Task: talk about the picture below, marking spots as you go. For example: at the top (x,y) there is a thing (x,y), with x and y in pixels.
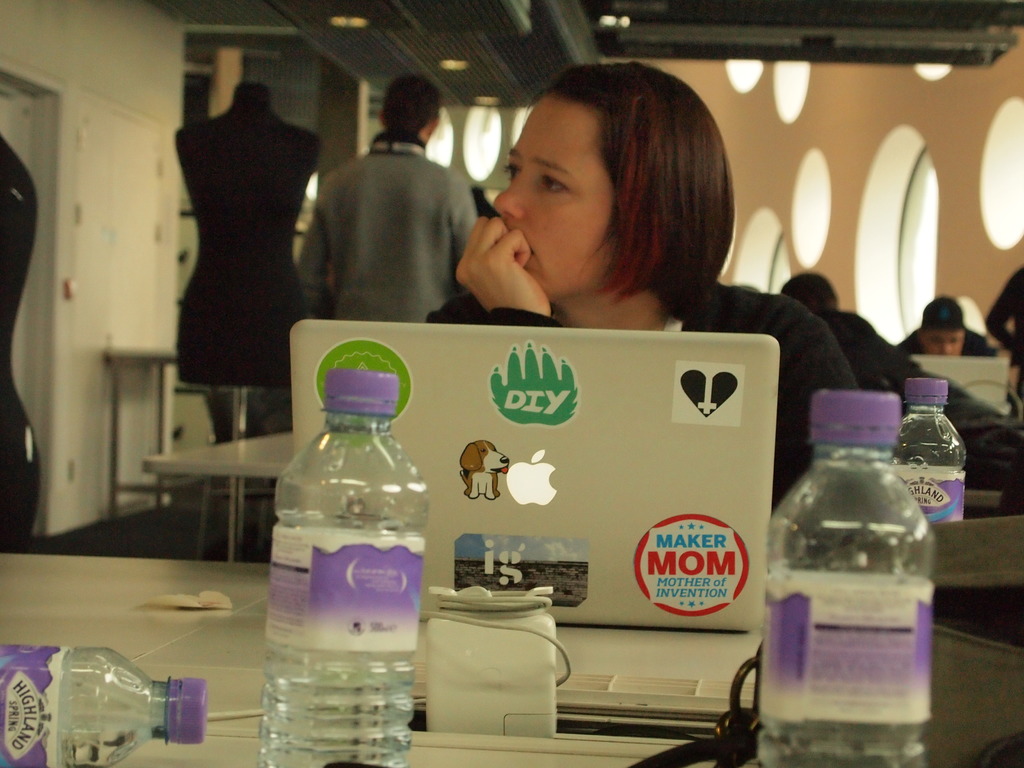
This image is clicked in a room (46,438). there are so many tables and chairs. people (500,236) are sitting on chairs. on the table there are laptop (454,532), bottles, wires (470,614). There are lights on the top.
